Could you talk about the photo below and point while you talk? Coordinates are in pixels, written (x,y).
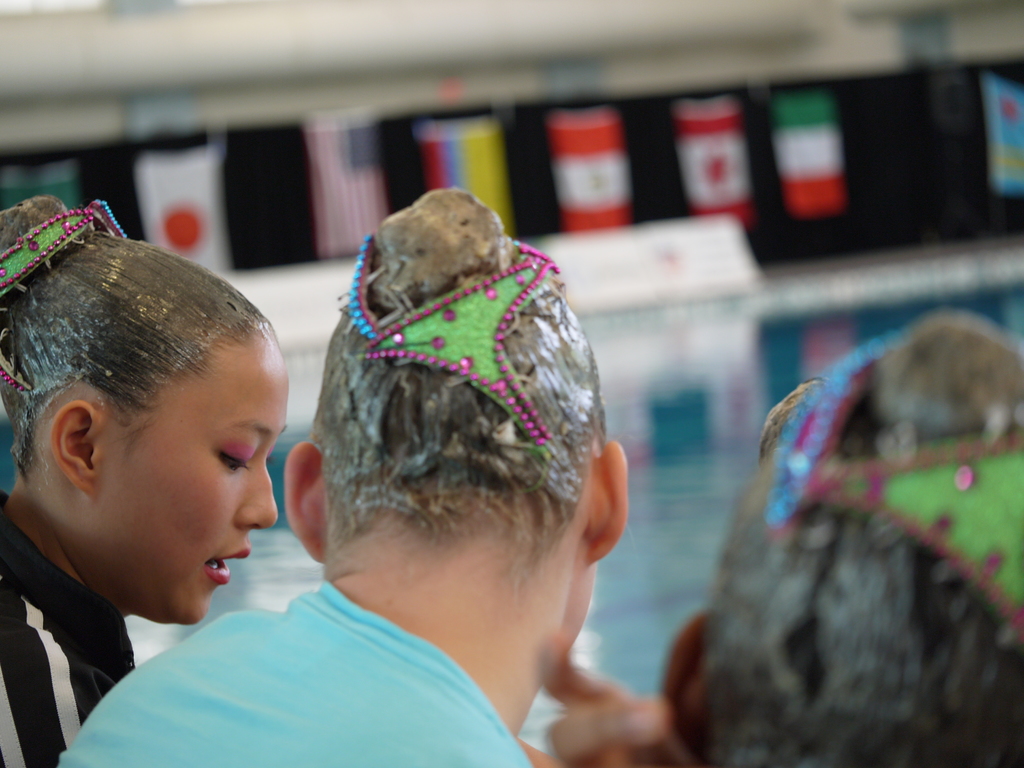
In this image there are three people (336,554) who are sitting, and one woman (199,523) is talking. And the background (1004,103) is blurry, but we can see some flags (506,193).
